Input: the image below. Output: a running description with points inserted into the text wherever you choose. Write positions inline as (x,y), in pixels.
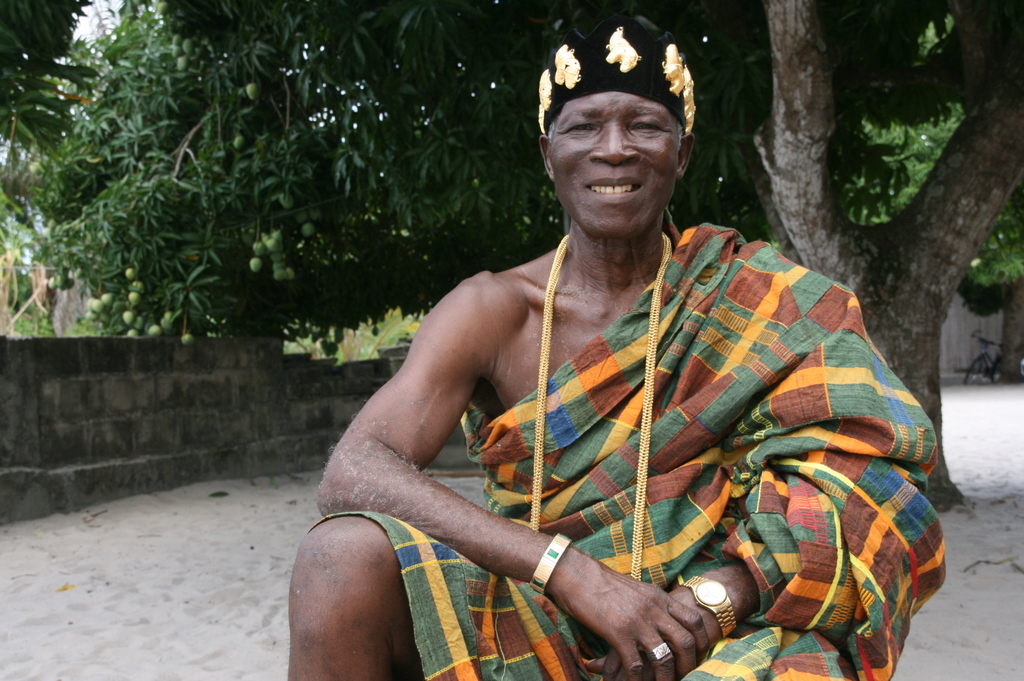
In this image I can see a man (615,344) sitting, smiling and giving pose for the picture. On the left side (124,416) there is a wall (93,408). In the background (196,57) there are some trees (931,217). On the left side (134,309), I can see the mangoes (266,241) to a tree (221,217).
